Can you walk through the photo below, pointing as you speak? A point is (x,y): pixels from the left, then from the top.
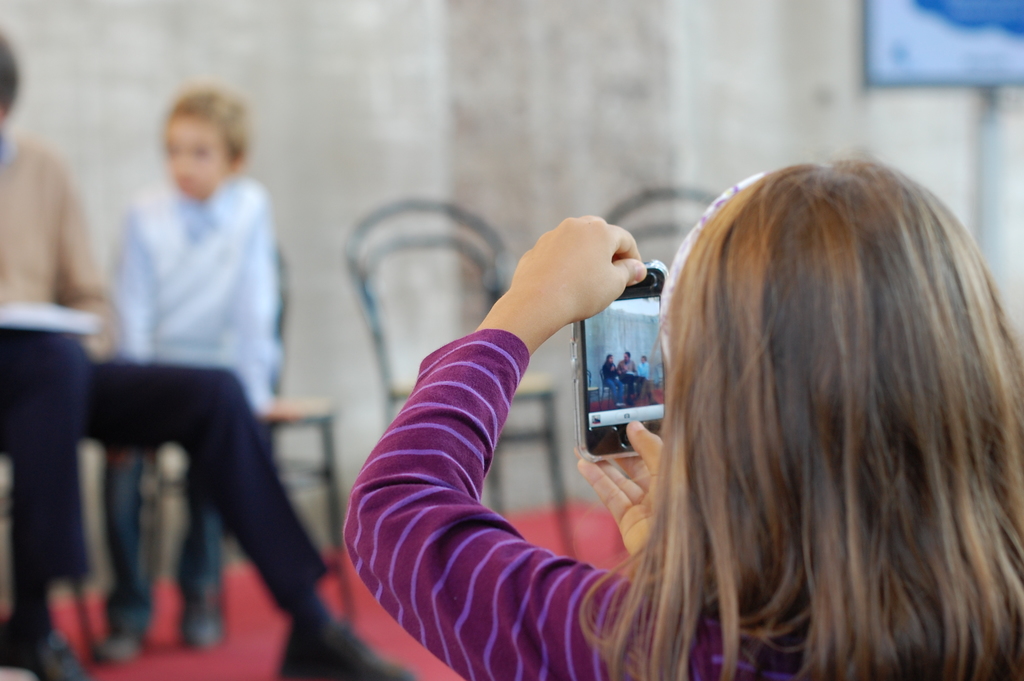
In this image we can see a girl (463,627) holding a mobile phone (628,317) and taking the picture of the two persons (239,264) sitting in front of her and in the background (505,239) we can see the chairs (491,253).
